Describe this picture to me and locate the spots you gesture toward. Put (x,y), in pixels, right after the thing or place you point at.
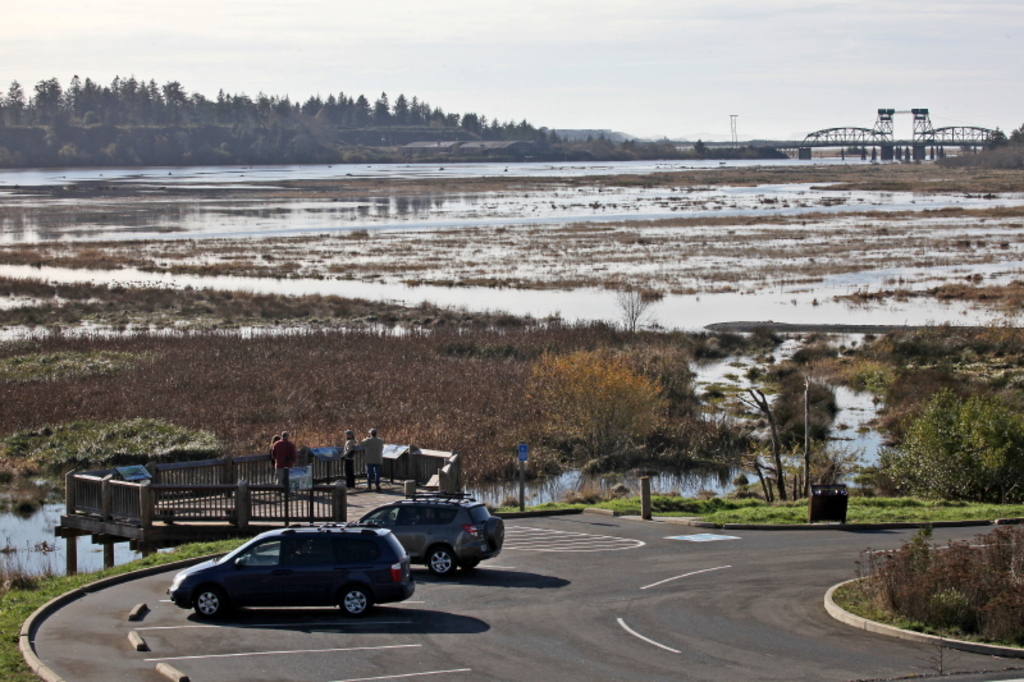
In the foreground of the picture (357,502) there are cars (489,535), people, dock (300,517), grass (859,508), plants (966,570), road (583,613), dustbin (820,501) and trees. In the center of the picture (492,244) there is a water body (428,218) and there are shrubs (579,375), grass (359,397) and trees (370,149). In the background (116,114) there are trees (321,151), bridge (782,142) and sky (374,37).
